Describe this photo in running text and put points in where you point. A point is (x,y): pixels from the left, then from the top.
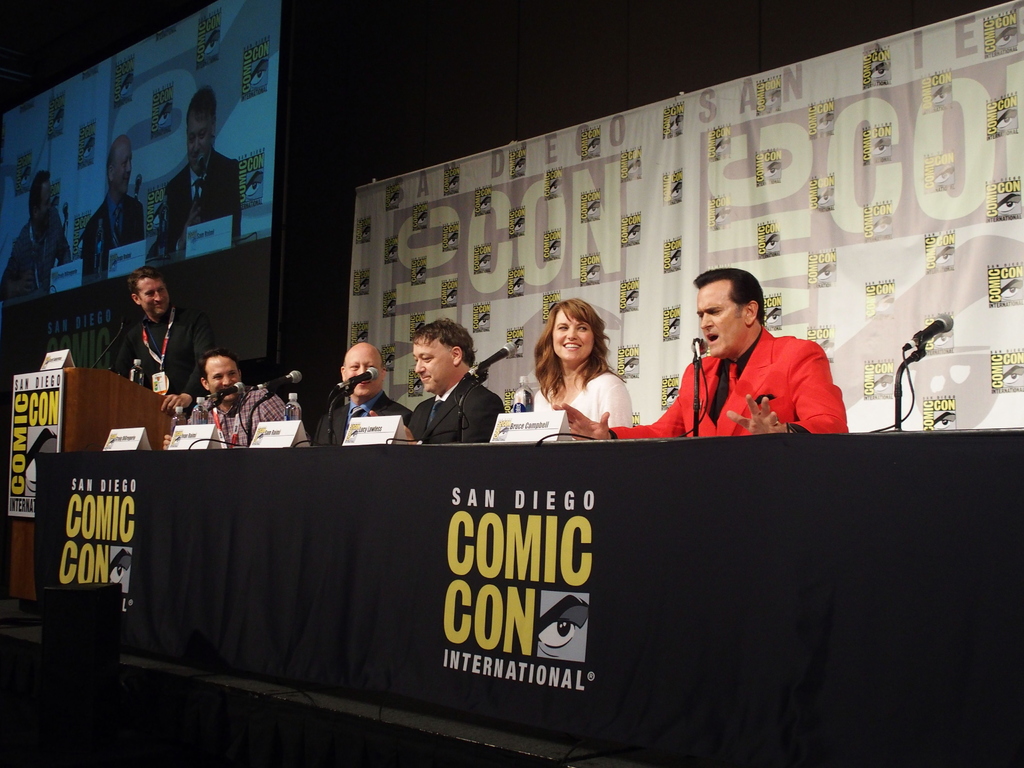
In this image, there are five persons (761,395) sitting and a person (190,387) standing. There are mike's (241,389), name boards (520,424) and water bottles (523,401) on a table (694,466), which is covered with a cloth (469,606). On the left side of the image (116,397), I can see a podium (71,435) with the boards (17,443) and a mike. Behind the people (719,403), I can see a projector screen (253,192) and a banner (837,211). There is a dark background. At the bottom left corner of the image (83,715), I can see an object (101,695).
